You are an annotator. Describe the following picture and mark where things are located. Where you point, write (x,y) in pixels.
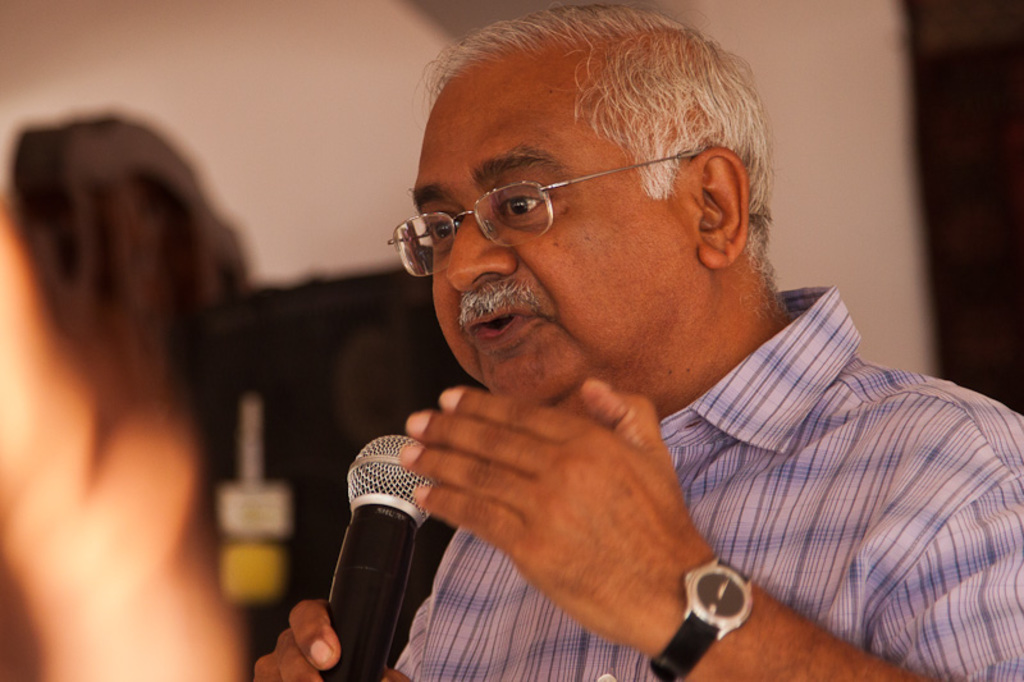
In the center of the image (406,250) there is a person (315,665) holding a mic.
